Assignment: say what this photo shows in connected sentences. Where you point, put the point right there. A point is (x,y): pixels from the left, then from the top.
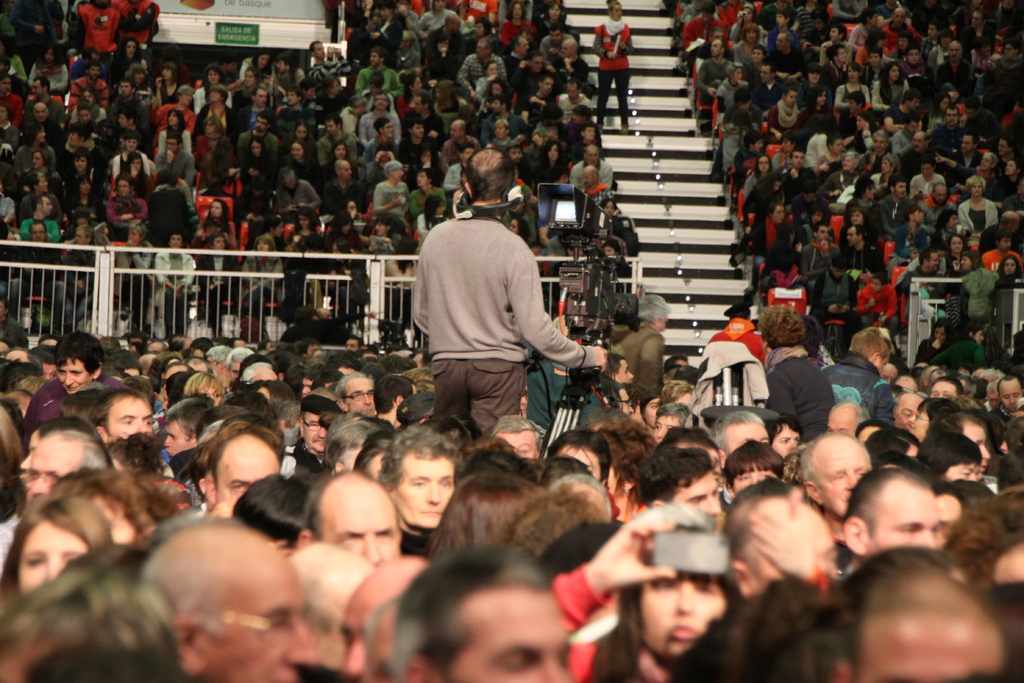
In the center of the image (441,372) there is a person (447,309) standing. There is a video recorder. At the bottom of the image (536,499) there are people (305,476). In the background of the image (433,102) there are people (444,148) sitting on chairs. There is a staircase (635,62). There is a fencing (246,276).
